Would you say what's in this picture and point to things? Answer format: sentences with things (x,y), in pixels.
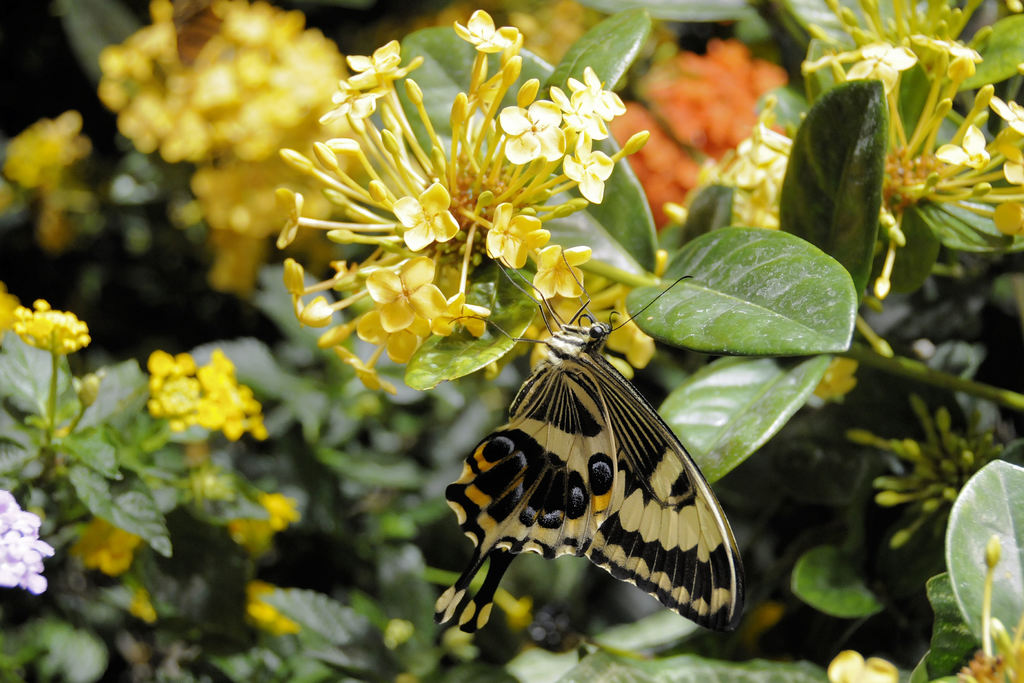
In this image we can see a black butterfly (505,441), there are wings (539,419), there is a plant (418,240) and yellow flowers (439,177) on it.
